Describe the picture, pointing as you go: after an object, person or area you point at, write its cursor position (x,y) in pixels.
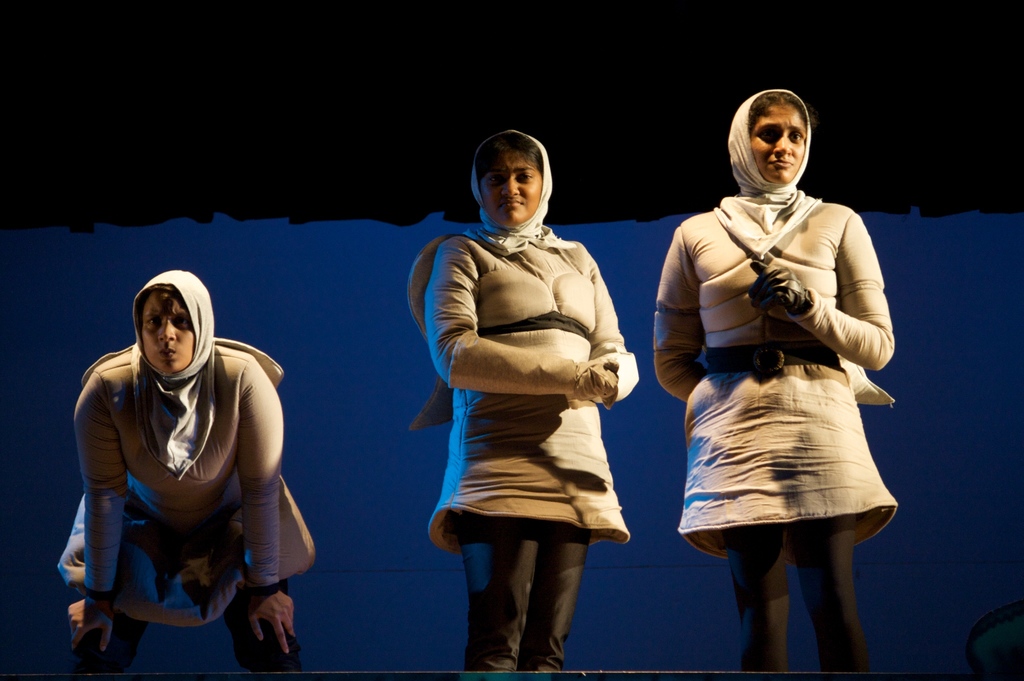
In this picture we can see three women (488,382), they are standing and they wore scarfs (557,245).
